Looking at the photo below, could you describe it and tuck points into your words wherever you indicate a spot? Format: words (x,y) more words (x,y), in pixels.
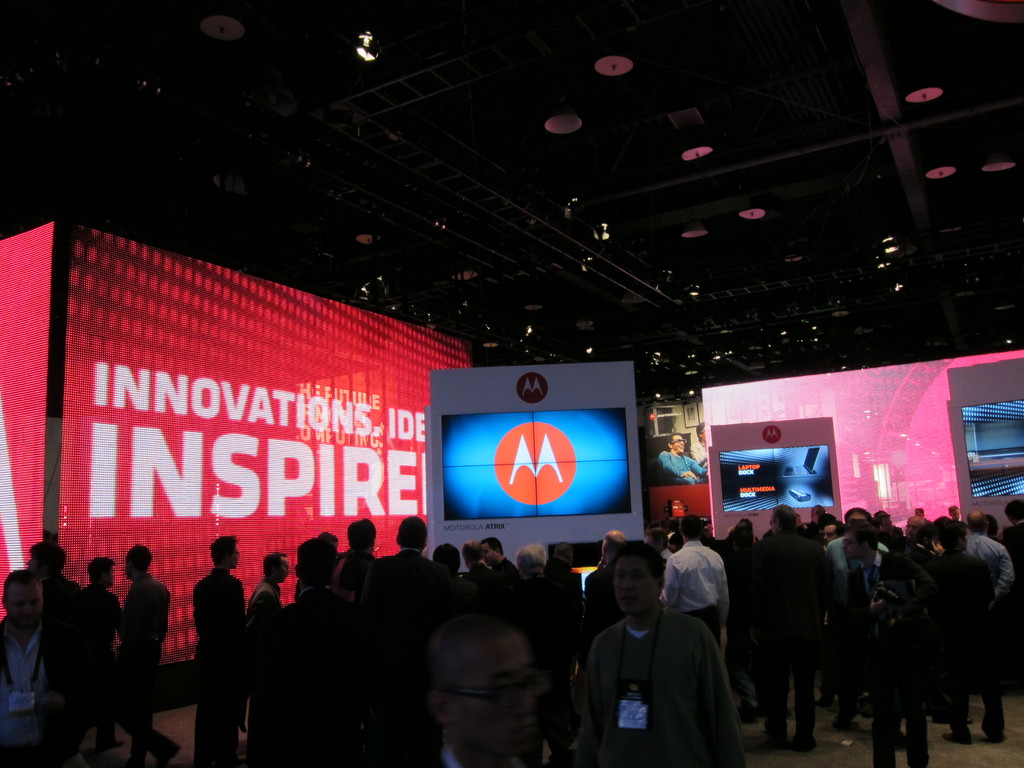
In the image it looks like there is some event going on, there are a lot of people (564,630) on the floor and around them there are many screens (182,399) and different pictures (454,468) were being displayed on those screens (528,463).
